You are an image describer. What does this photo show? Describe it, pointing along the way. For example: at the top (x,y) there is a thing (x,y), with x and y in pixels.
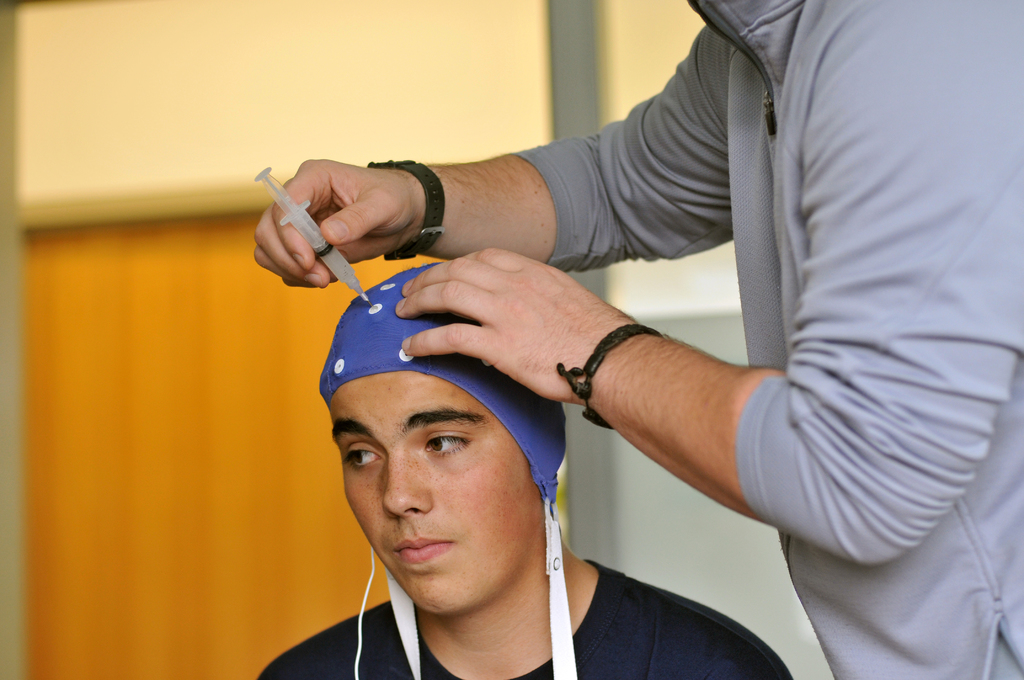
In this picture I can observe two persons (693,367). One of them is holding an injection (336,275) in his hand (317,266). The background (444,73) is blurred.
